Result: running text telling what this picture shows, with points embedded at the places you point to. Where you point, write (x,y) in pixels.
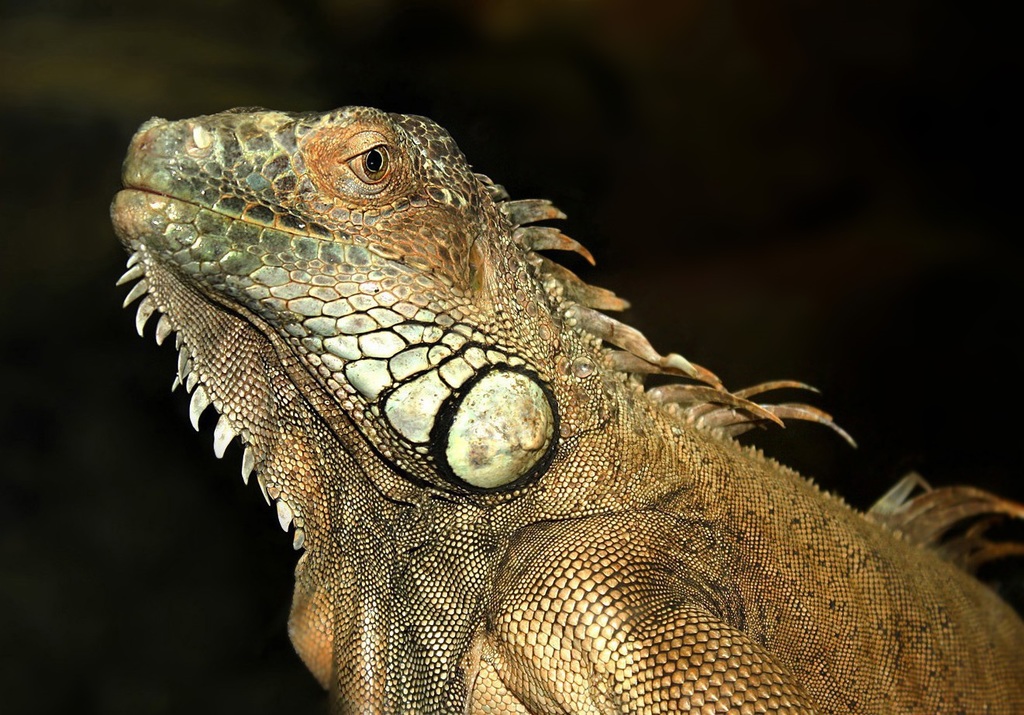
In this image, this looks like a green iguana (586,596). The background (61,462) looks blurry.
